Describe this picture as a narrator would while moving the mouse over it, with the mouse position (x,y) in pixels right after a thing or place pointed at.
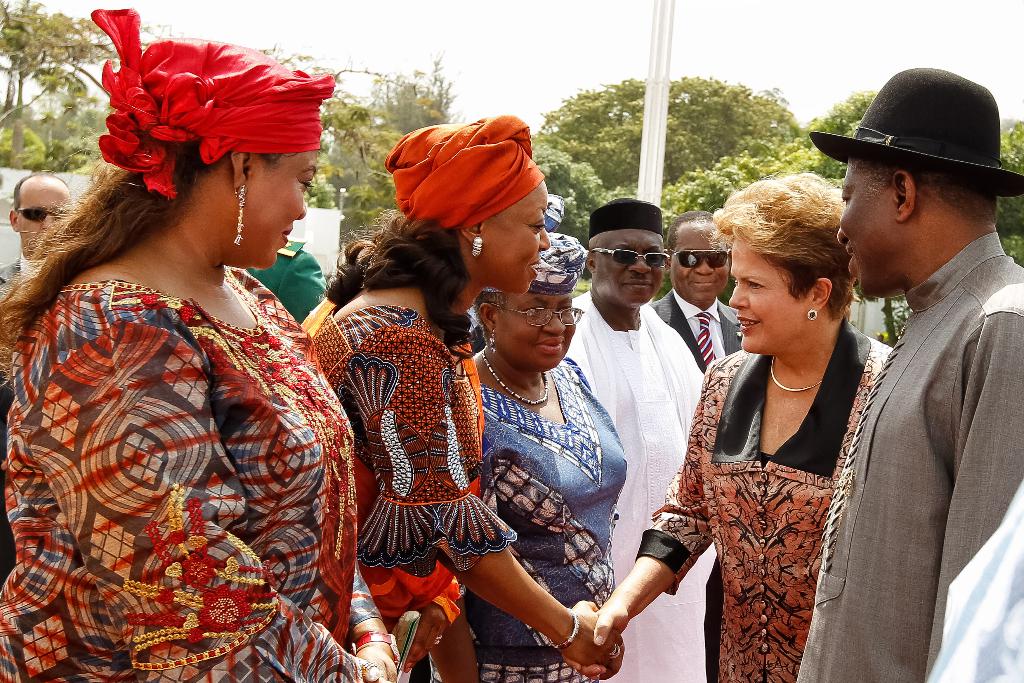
In this image we can see persons (412,329) standing on the ground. In the background (339,83) we can see trees (400,92), pole (657,136) and sky (706,48).
